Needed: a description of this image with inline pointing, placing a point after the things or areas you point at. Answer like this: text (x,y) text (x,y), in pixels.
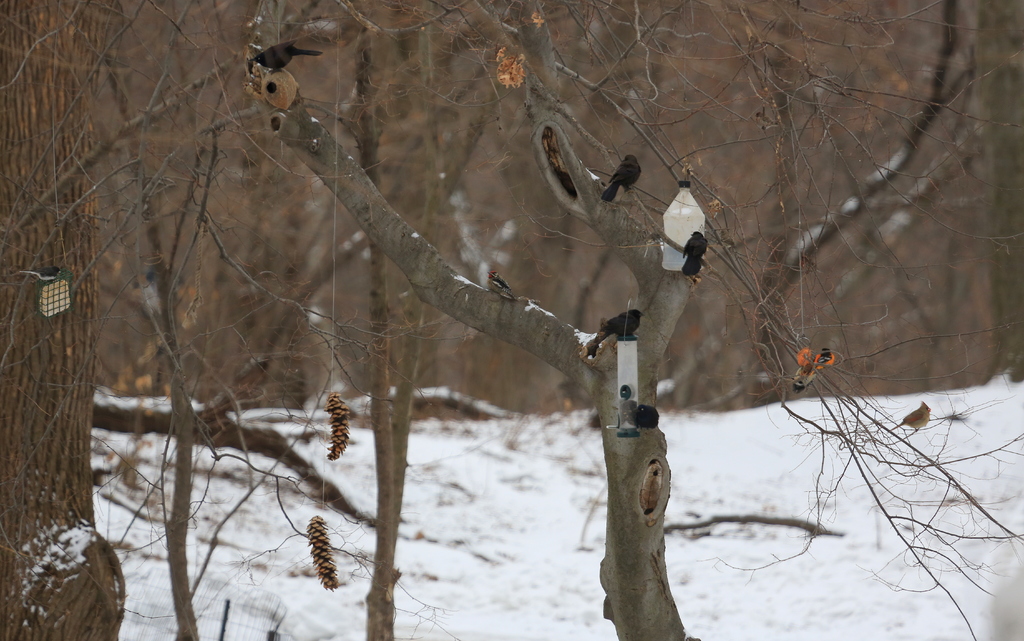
In this image I can see few birds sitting on the tree (289,129). The birds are in black color, I can see dried trees (239,261) and snow (499,524) in white color.
